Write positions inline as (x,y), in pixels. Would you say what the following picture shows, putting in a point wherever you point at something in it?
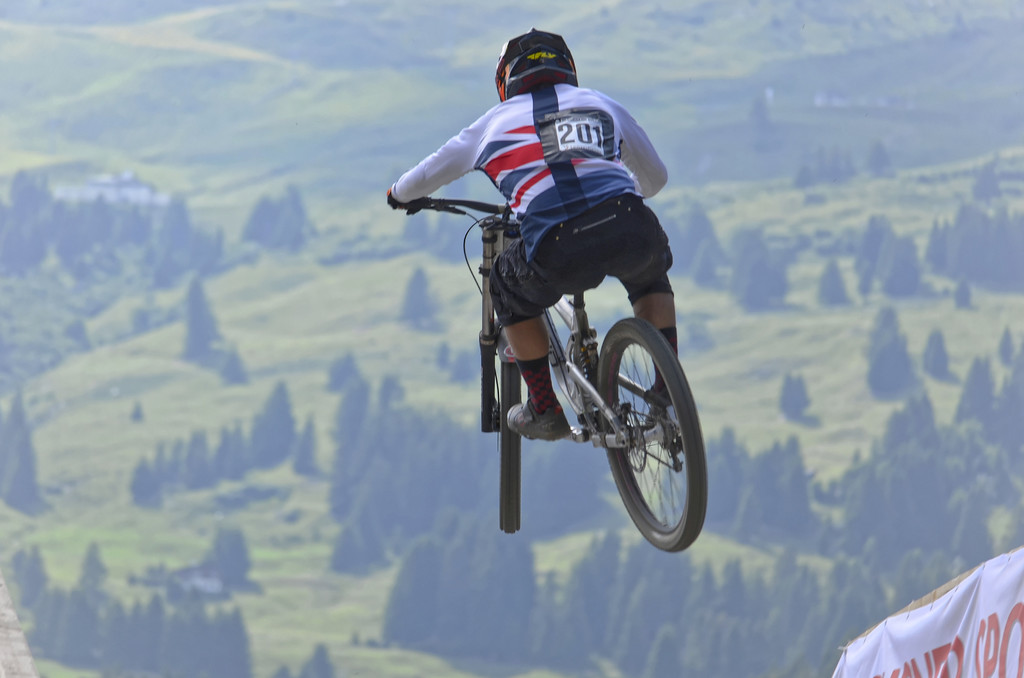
There is a person (575,179) wearing chest number (568,148) and helmet (540,69) is sitting on a cycle (550,360) and jumping. In the background (429,554) there are trees (417,560).
